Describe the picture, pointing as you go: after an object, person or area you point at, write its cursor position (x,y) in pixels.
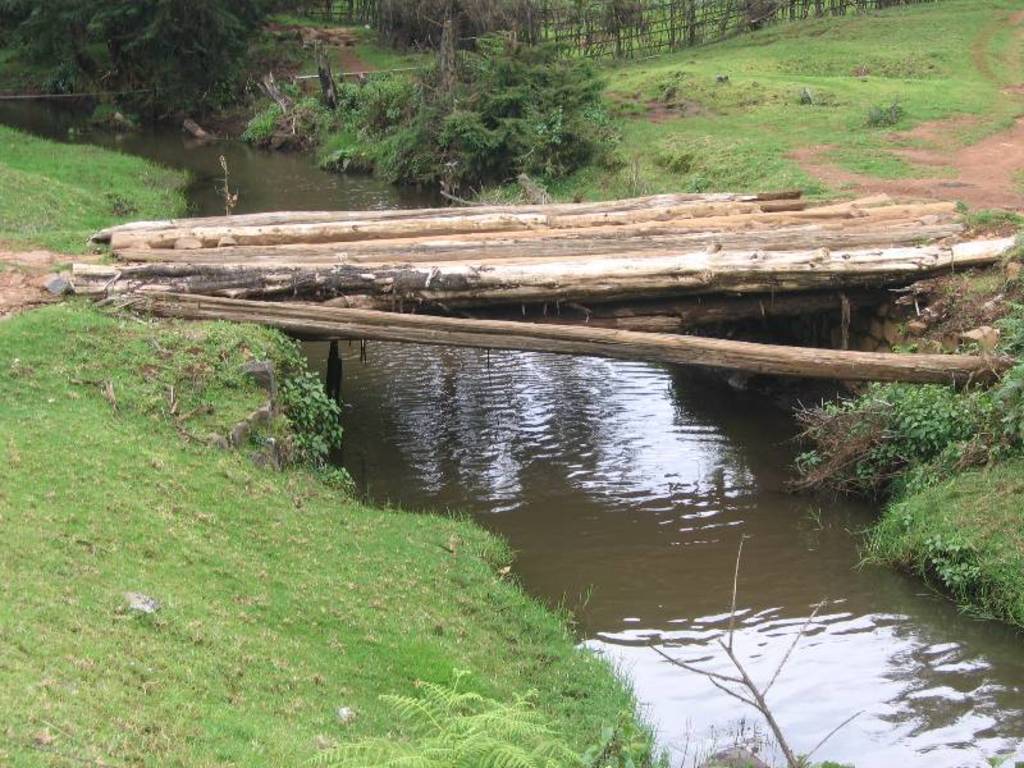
In the image there is a canal (607,406) in the middle (574,284) with a bridge (581,284) above it and on either side there is grassland (1020,71).
